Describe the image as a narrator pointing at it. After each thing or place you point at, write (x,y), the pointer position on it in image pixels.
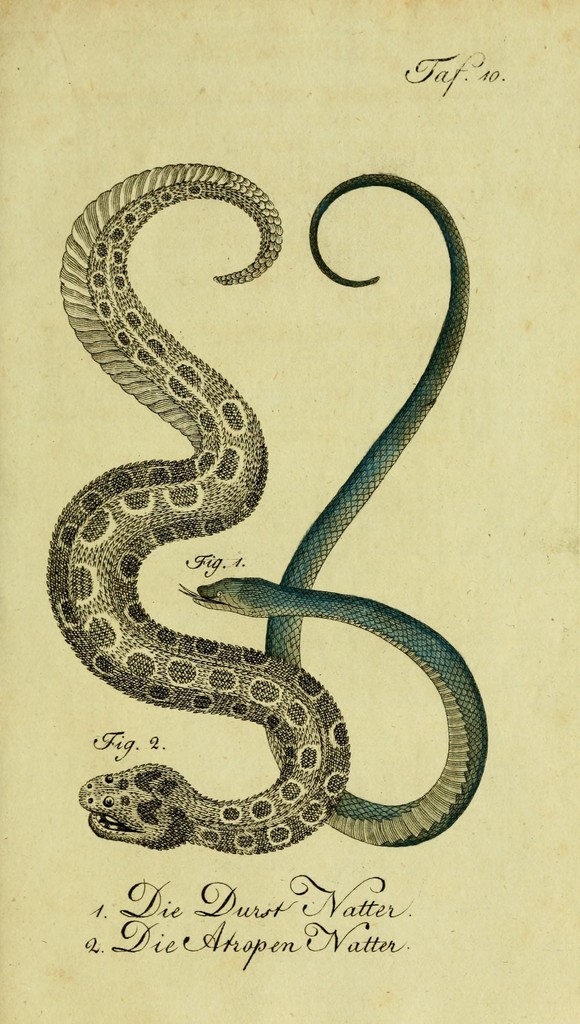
In this image there is a drawing (317,729) of snakes (315,740) and some text (376,878) on the paper (270,392).
